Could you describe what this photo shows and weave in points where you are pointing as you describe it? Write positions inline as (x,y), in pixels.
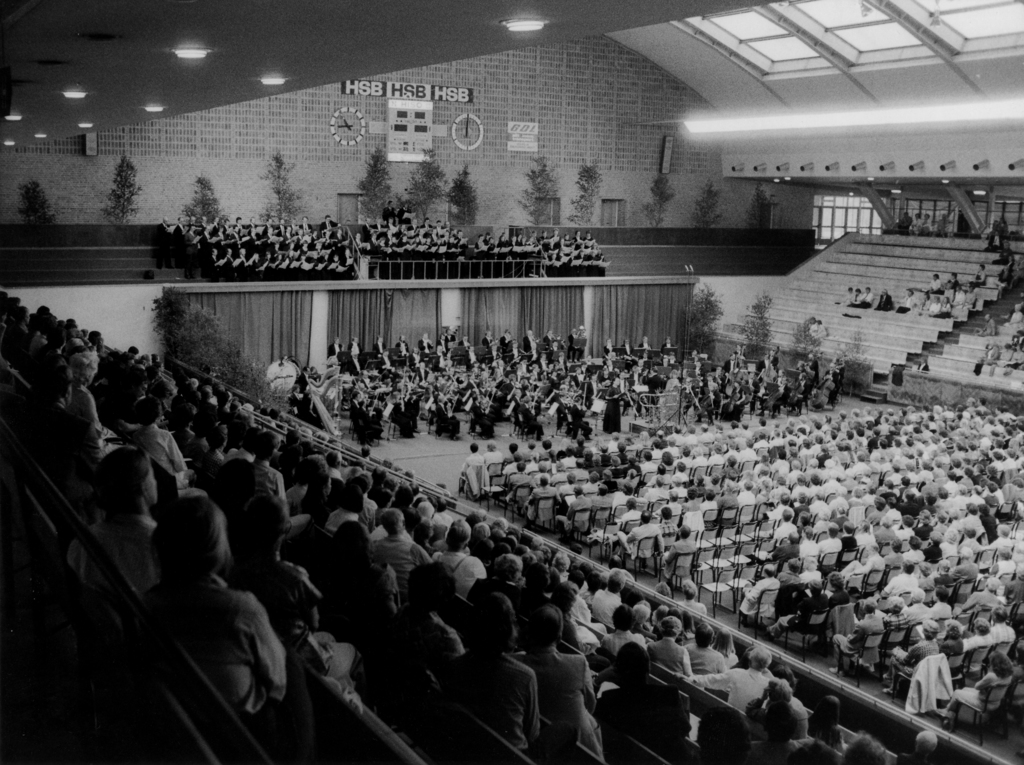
In this image I can see group of people (336,542) sitting and I can see few people (623,396) playing some musical instruments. In the background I can see few plants (646,213) and I can see two clocks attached to the wall (563,124) and the image is in black and white.
